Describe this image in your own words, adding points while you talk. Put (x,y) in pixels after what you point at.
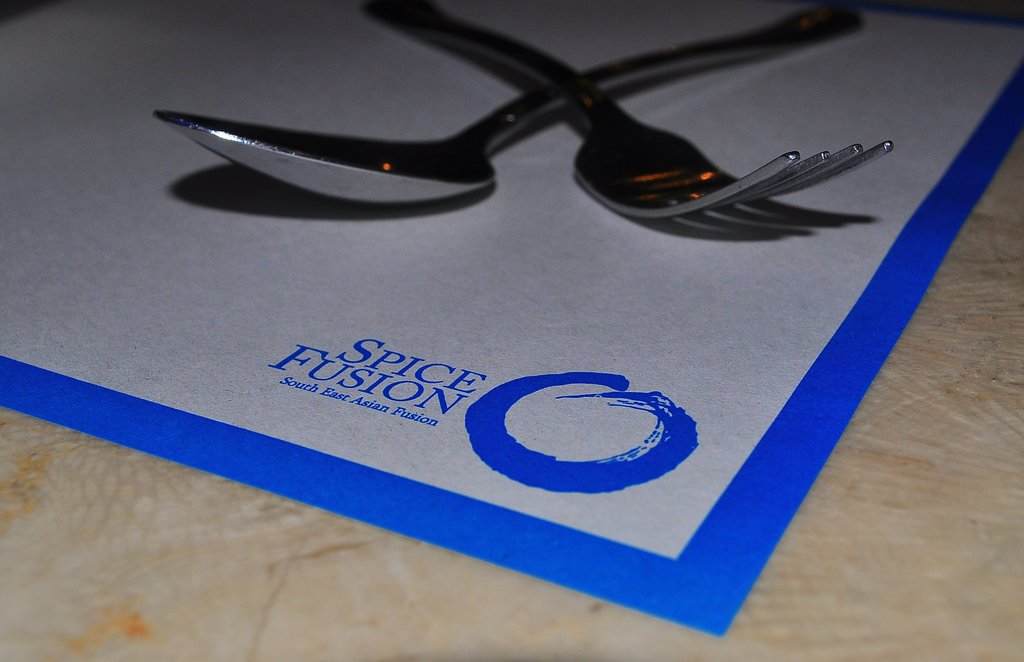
Here I can see a spoon (413,151) and a fork (610,156) on a white color sheet (573,304) which is placed on a table (902,497). On this sheet (337,386) I can see some text (379,360) in blue color.
